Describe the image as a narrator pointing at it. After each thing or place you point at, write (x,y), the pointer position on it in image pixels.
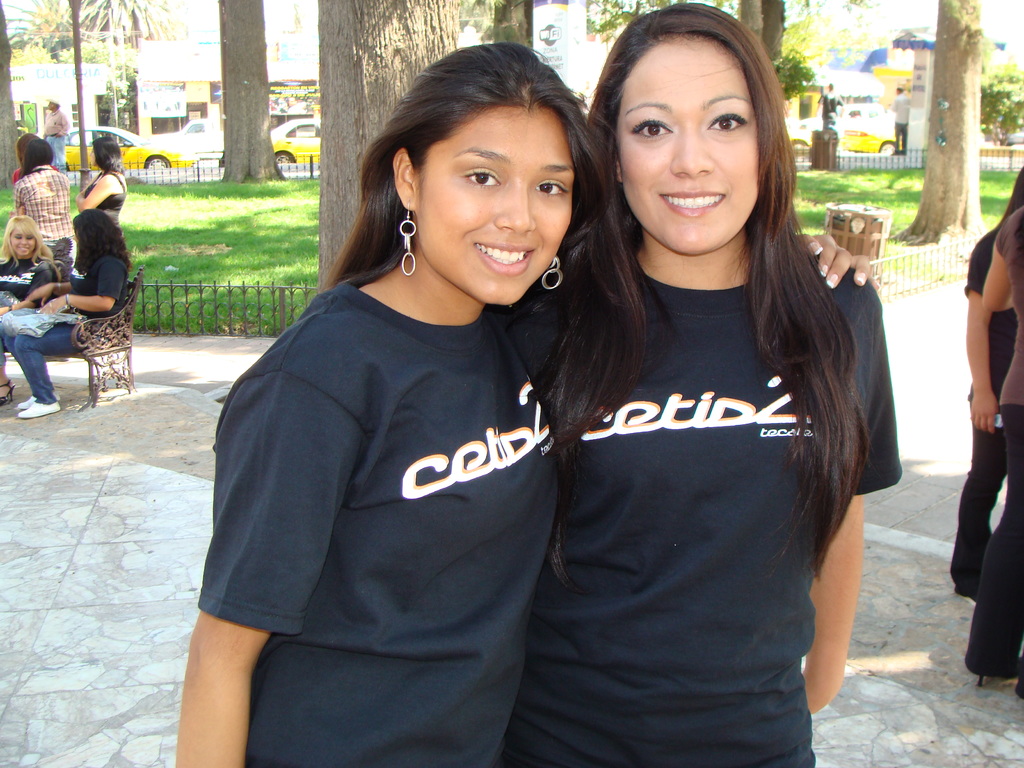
This picture is taken from outside and it is sunny. In this image, in the middle (461,393), we can see two women (531,405) wearing a black color shirt (426,390) is standing. On the right side (1004,477), we can see two people (989,537) are standing. On the left side (38,352), we can see two women (6,275) are sitting on the chair (127,354). On the left side (77,203), we can also see a group of people (98,172). In the background (248,113), we can see some trees (424,66), vehicle (302,122), building (141,107). At the bottom (74,700), we can see a land (74,700).
